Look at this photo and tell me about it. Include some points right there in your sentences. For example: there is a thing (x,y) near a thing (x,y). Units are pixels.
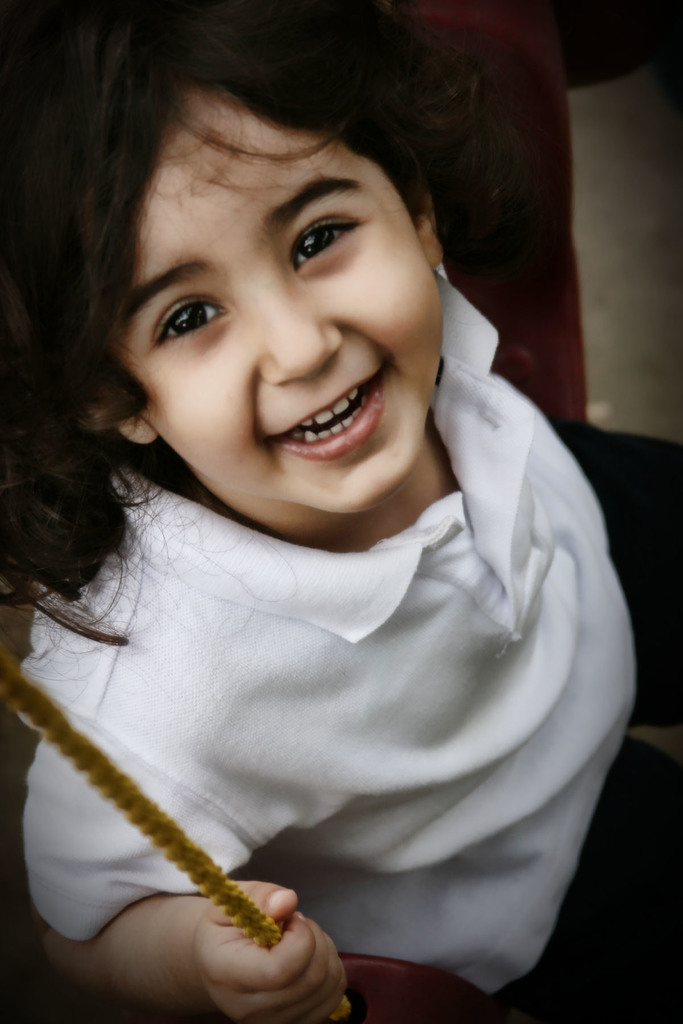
In this image we can see a girl (297,658). She is wearing a white color T-shirt (405,610) with black pants (625,851) and holding a rope (228,896) in her hand (292,959). It seems like she is sitting on the swing (494,312).
